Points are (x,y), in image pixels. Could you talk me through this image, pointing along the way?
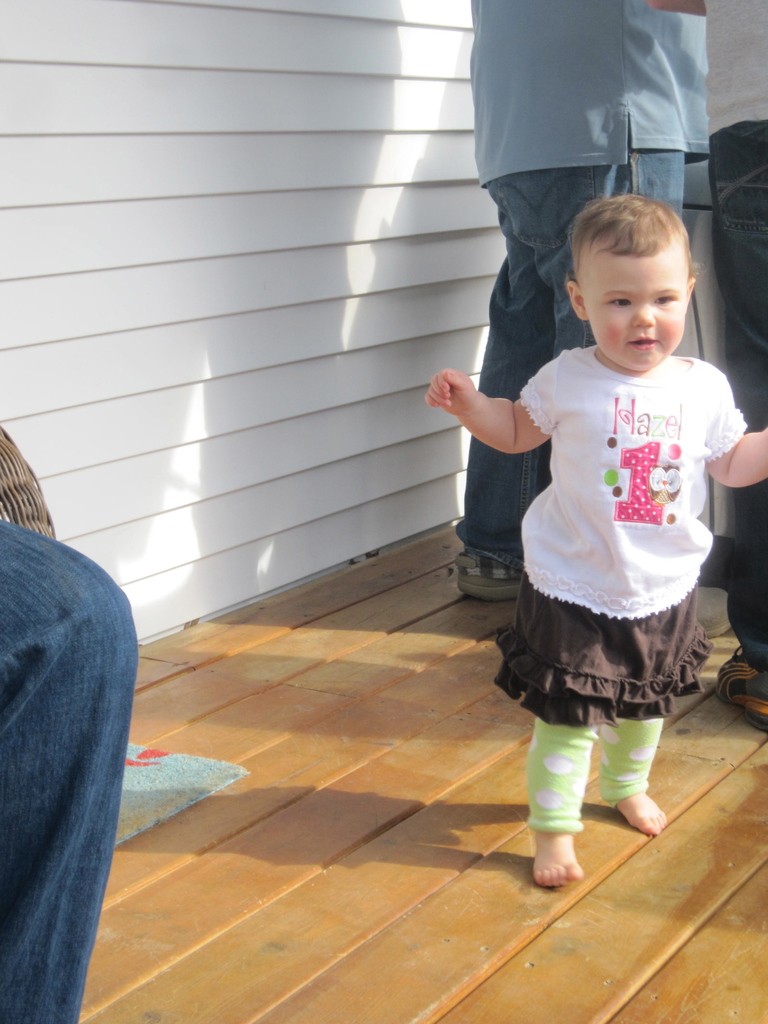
On this wooden surface (328,742) there is a mat (178,766), people (760,291) and kid (645,435). This is white wall (276,394).
